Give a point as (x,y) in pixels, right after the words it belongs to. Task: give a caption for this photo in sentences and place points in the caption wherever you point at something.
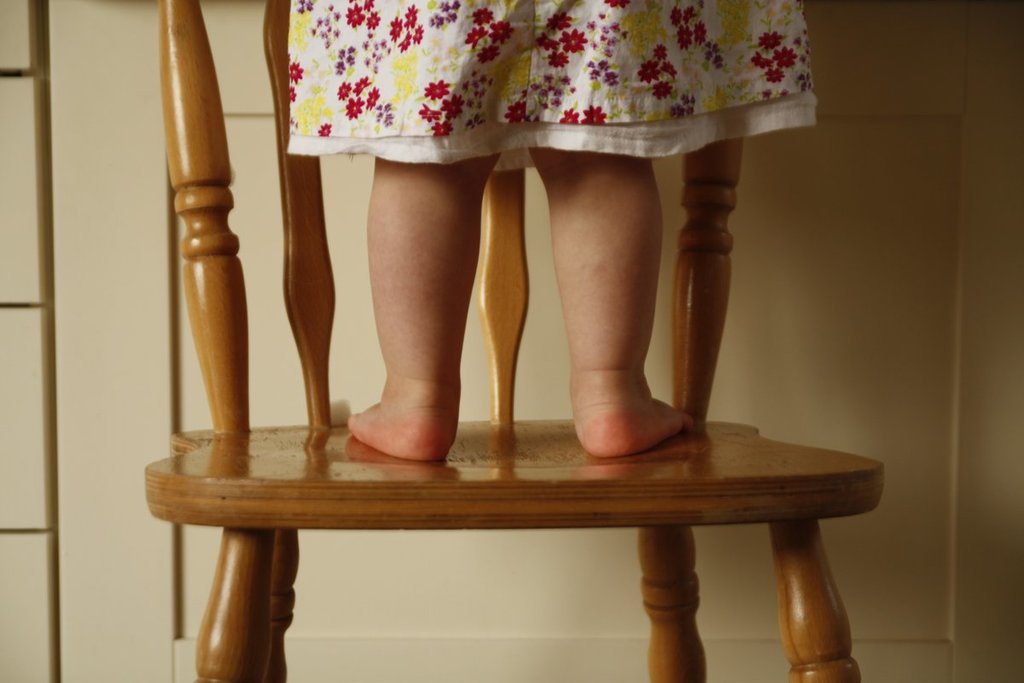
In this image there is a girl (738,58) standing in a chair (336,500), at the back ground (147,453) there is a cupboard (70,347) or door (74,242).
